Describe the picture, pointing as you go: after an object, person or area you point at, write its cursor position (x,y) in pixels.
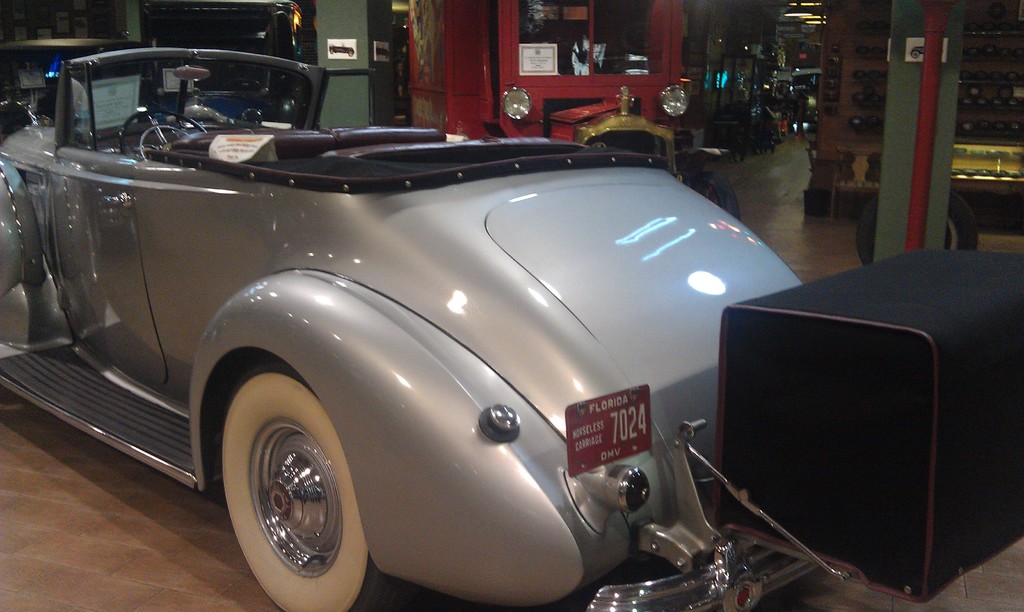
In this image in the front (333,269) there is a vintage car (423,319) which is grey in colour and in the background (367,47) there is a pillar (348,90) which is green in colour with posters (335,52) on it and there is a car (560,74) which is red in colour and there are objects (743,76). In the background (956,214) there are tyres (965,224).
